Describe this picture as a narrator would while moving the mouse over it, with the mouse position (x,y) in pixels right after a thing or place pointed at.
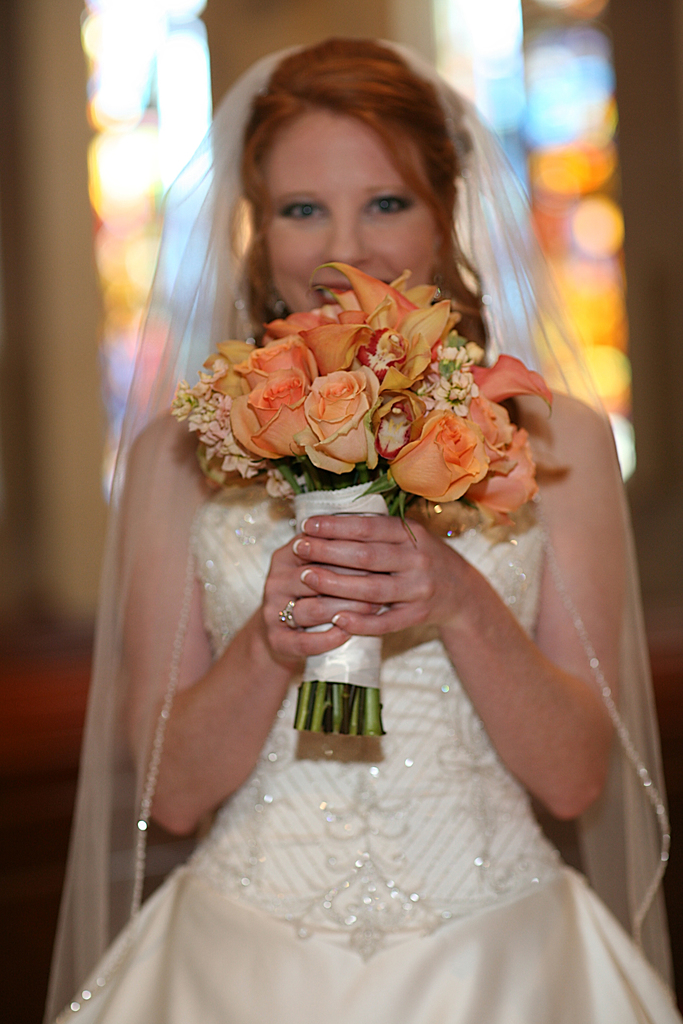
As we can see in the image in the front (401,500) there is a woman (379,587) wearing white color dress (512,569) and holding orange color flowers (323,404). The background (68,51) is blurred.
